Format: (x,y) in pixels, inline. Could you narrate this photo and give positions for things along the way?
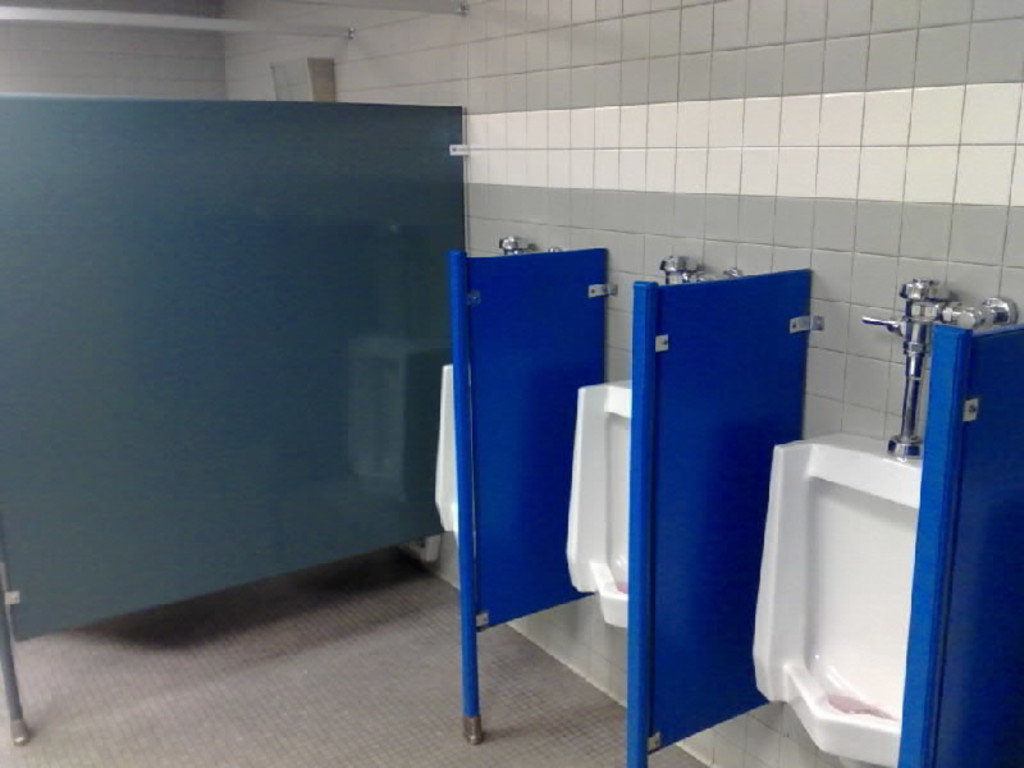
In this picture we can see toilet commodes (615,425), boards (781,391), wall (824,354) and floor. At the top (43,16) we can see rods (221,26).
